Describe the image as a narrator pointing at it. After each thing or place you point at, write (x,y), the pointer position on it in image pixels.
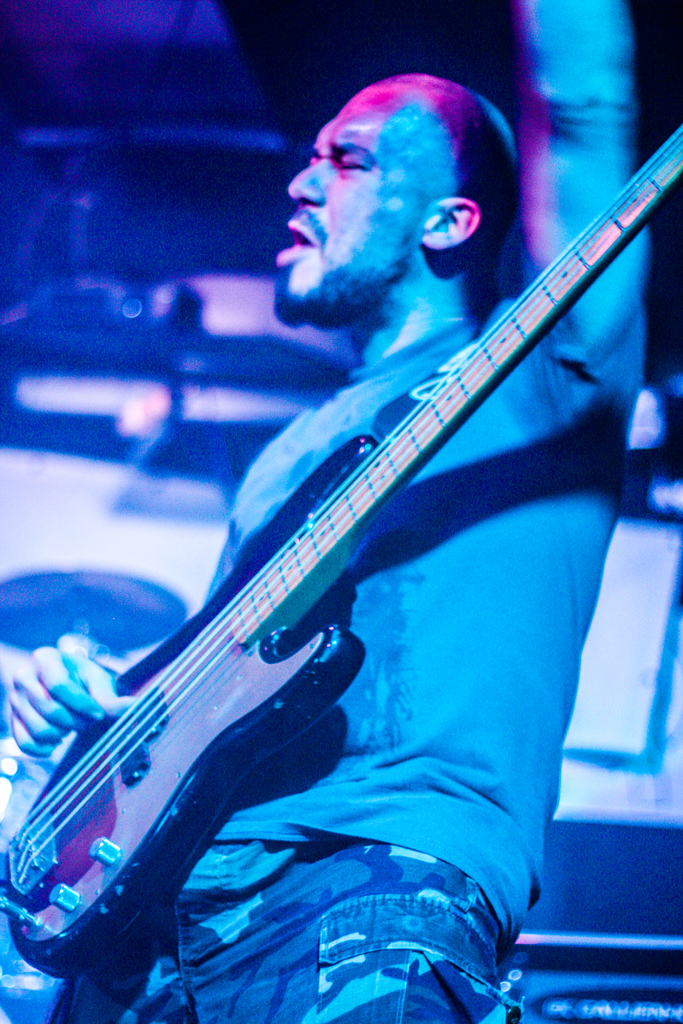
In this picture we can see a man (408,916) holding guitar (136,715) and playing it and singing and in the background (155,333) it is blurry.
